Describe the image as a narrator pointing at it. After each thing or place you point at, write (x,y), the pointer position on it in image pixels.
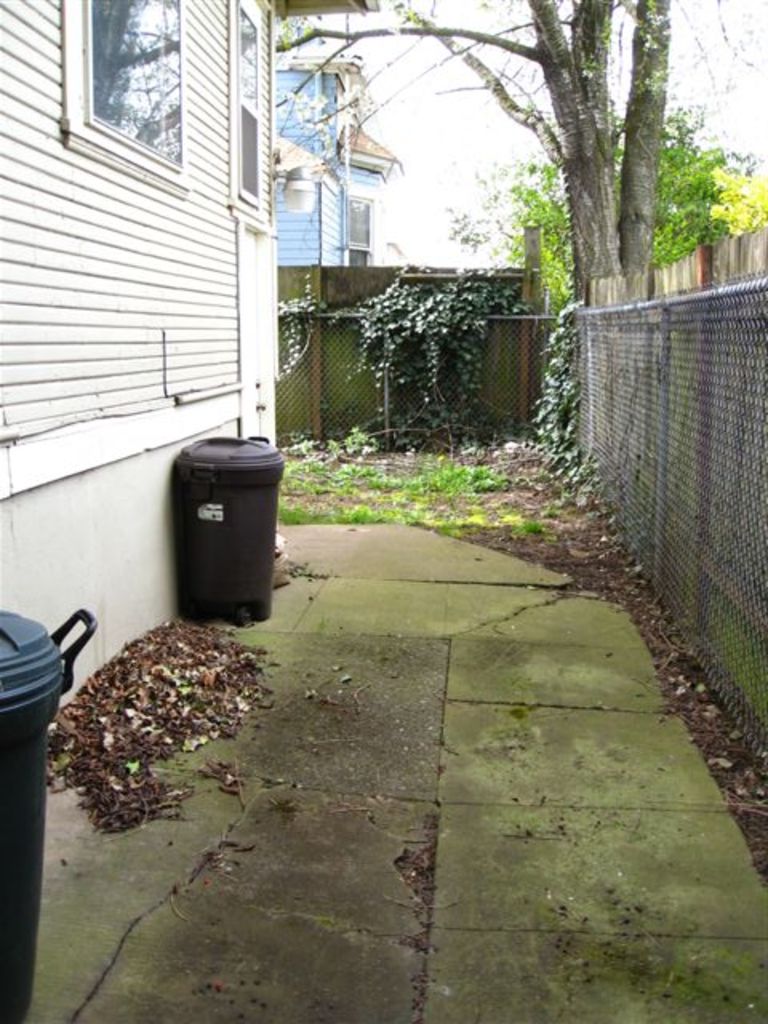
In this image I can see two bins (60,673) which are black in color, few leaves (170,629) on the floor (322,723), the metal fencing (360,371), the wall (423,369), the white colored building (119,368), few windows (162,107) of the building (201,55) and a tree (585,244). In the background (304,124) I can see few buildings (339,132), few trees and the sky (433,101).
